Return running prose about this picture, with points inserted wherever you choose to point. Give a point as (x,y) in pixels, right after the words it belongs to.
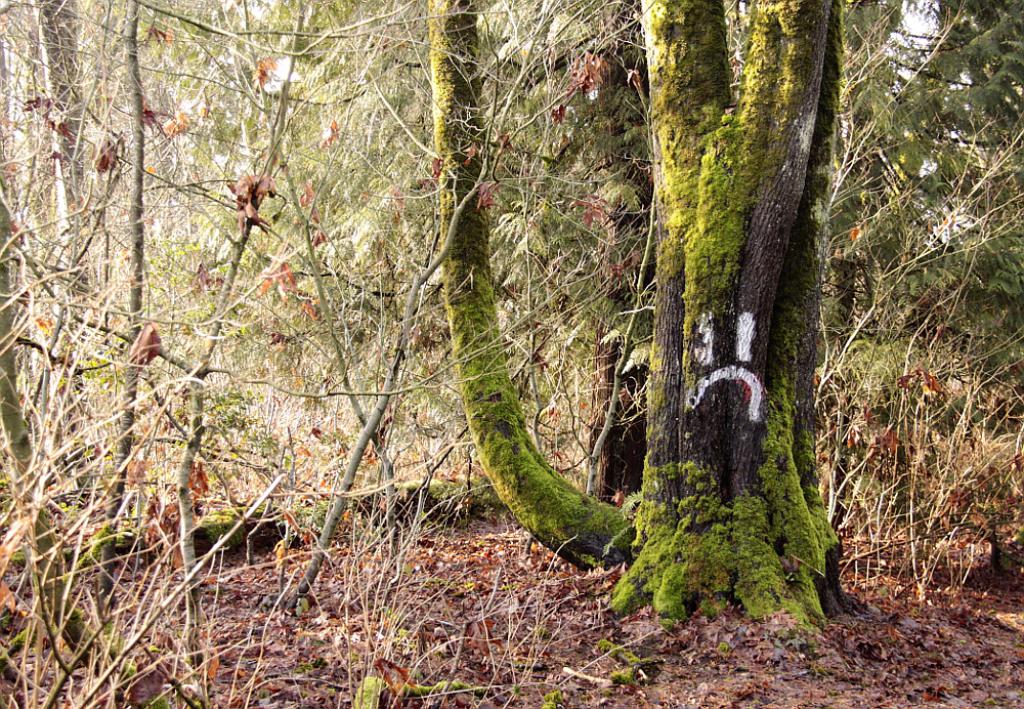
In this image we can see a group of trees (325,398), the bark (696,329) of a tree (753,459) with some painting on it, some dried leaves (538,572) and the sky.
